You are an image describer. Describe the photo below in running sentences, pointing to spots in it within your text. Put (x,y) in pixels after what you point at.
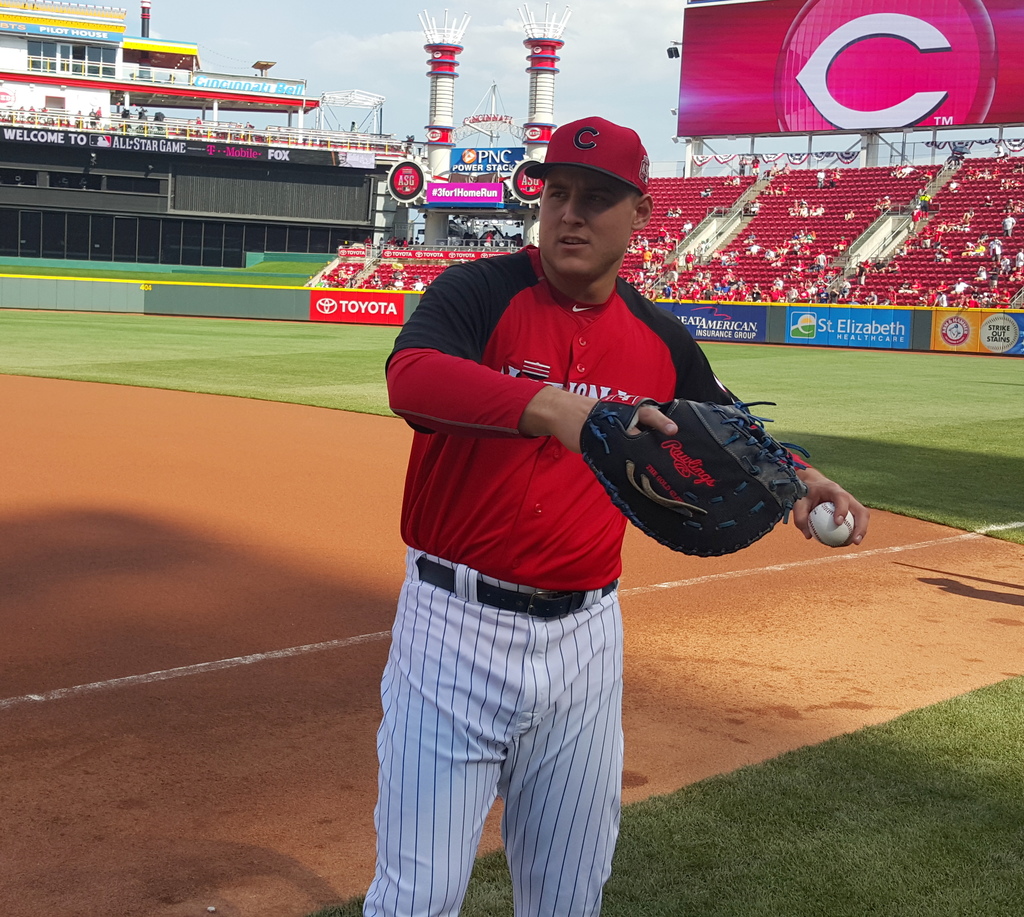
This image is taken in a playground (879,439). In the center (486,372) we can see a man (540,599) wearing gloves (694,444) and holding a ball (822,521). In the background (281,355) we can see the grass (845,392) and we can also see many people (944,230) sitting on the chairs (845,207). There is also hoardings (705,318) and screen (838,67) and also arch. Sky (503,53) is also visible.
